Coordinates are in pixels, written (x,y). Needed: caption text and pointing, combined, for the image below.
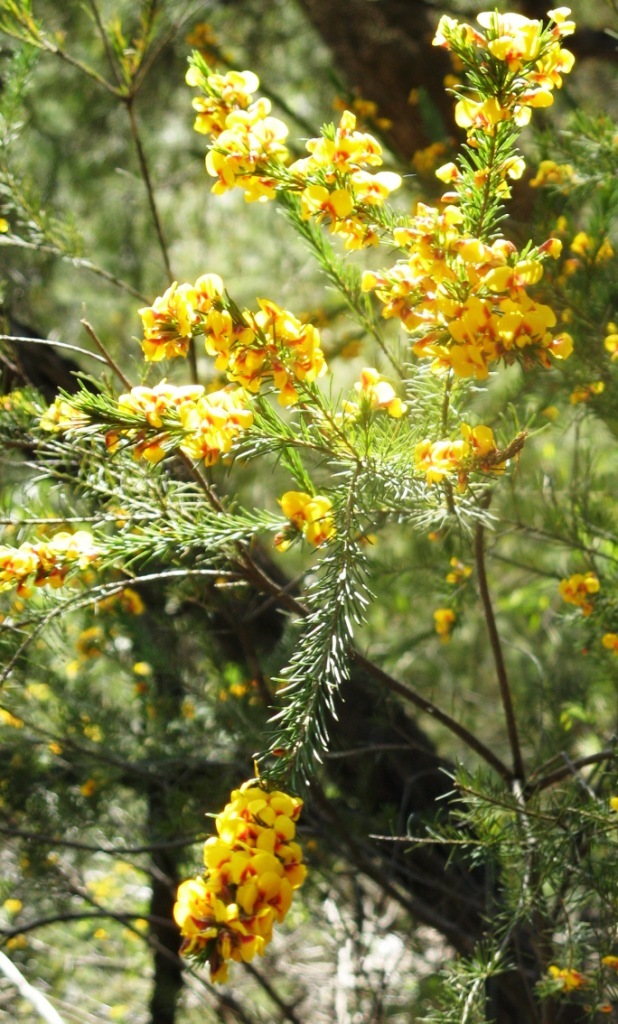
In this image there are plants (219,412) with yellow flowers (220,280), and there is blur background (294,8).
